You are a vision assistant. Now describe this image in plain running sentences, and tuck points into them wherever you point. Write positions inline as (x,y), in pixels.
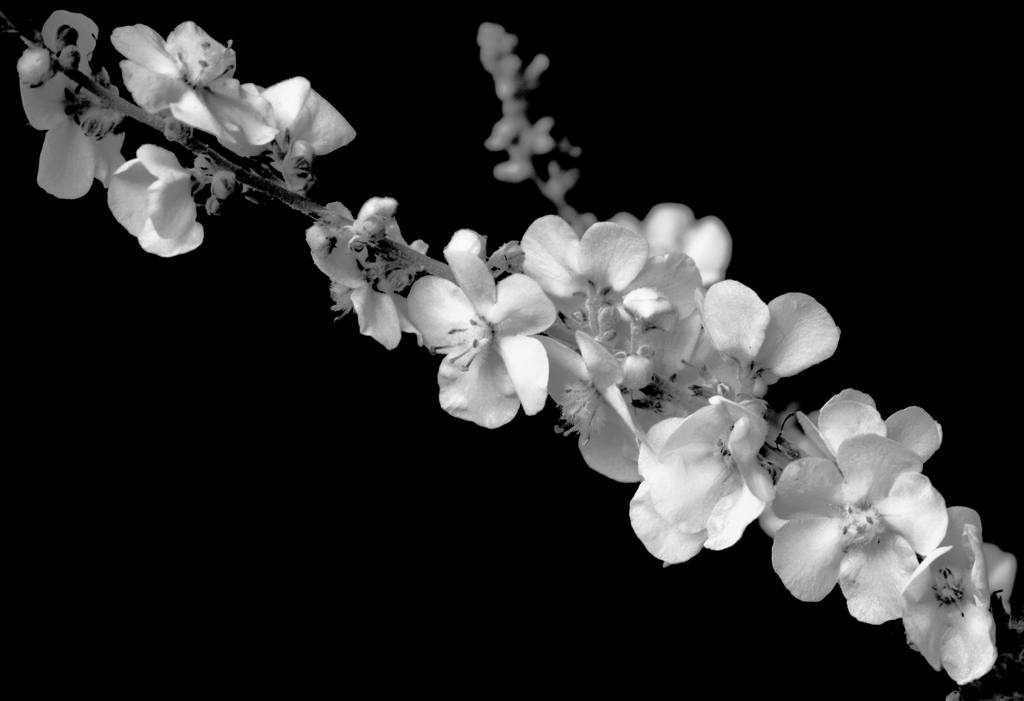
Here in this picture we can see flowers (630,470) present on the branch (236,165) of a plant (724,339) over there.
